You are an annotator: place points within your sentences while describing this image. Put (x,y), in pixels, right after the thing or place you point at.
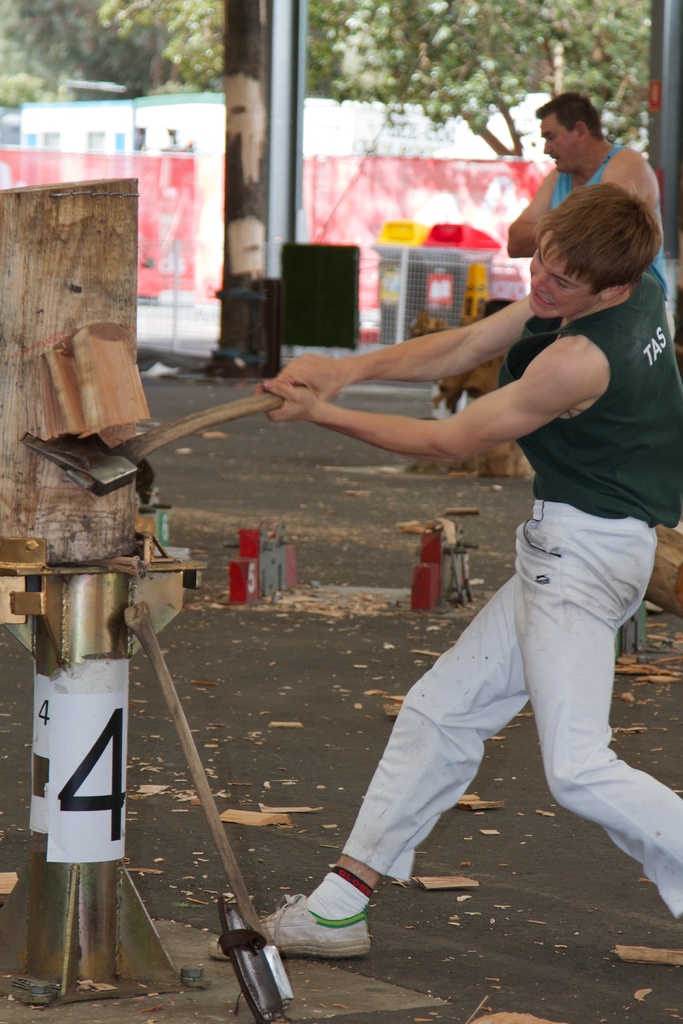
In this image I can see on the right side (634,382) a man (672,878) is cutting the wood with an axe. There is another man (620,169) beside of him, in the background (80,163) it looks like a red fence (347,161), outside this fence (385,169) there are trees (586,63).
